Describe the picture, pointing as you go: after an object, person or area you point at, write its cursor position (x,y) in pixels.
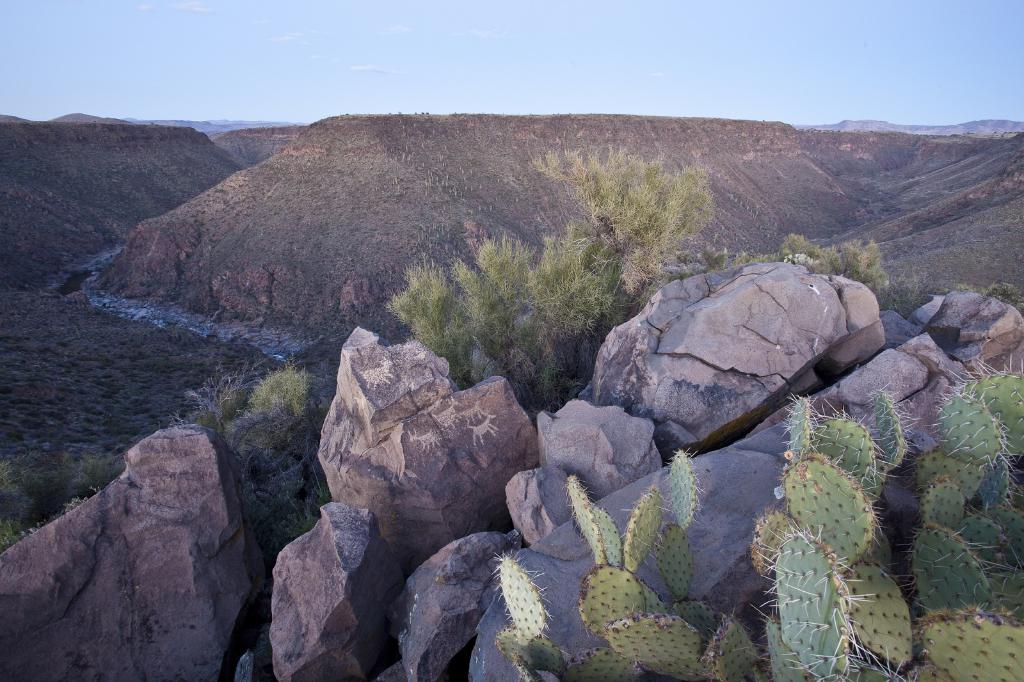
In the image we can see there are rocks (516,410) and cactus plants (524,679). Behind there are lot of trees (602,254) and there are hills (344,184).
